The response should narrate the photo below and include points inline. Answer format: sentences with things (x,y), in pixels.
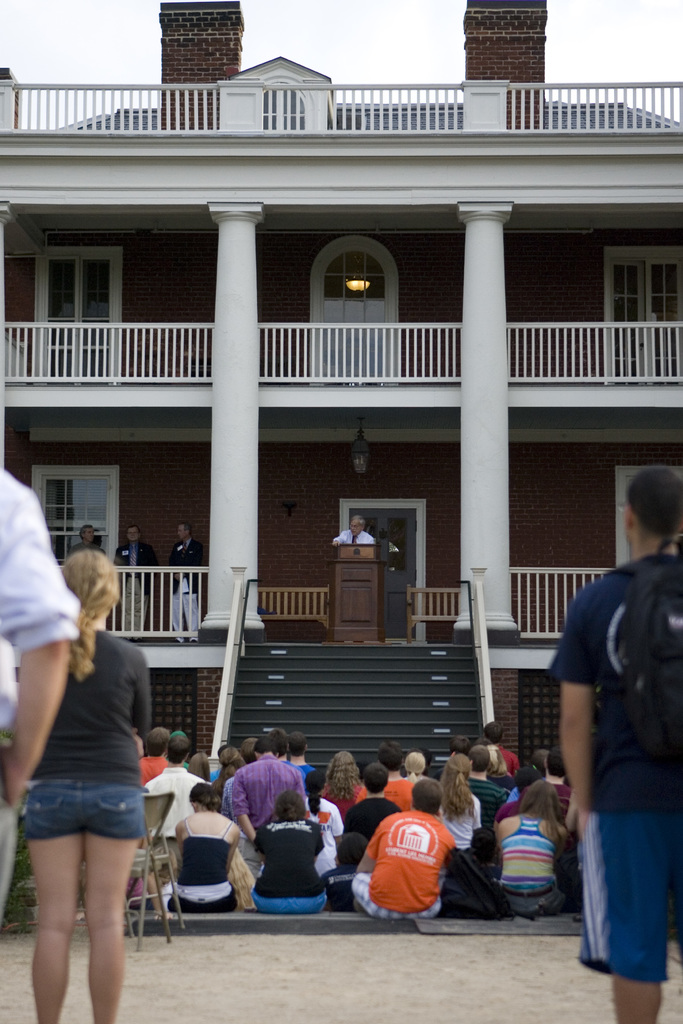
In front of the picture, we see three people (29,568) are standing. At the bottom (339,970), we see the pavement (420,965). In the middle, we see the people (466,792) are sitting on the floor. Beside them, we see a chair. In front of them, we see the staircase (313,698), stair railing (476,649) and a man (358,515) is standing. In front of him, we see a podium (358,553) and he might be talking on the microphone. On the left side (89,540), we see three men (138,590) are standing. In the background (274,600), we see the railings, pillars (221,333), lights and a building (181,320) in white and brown color. At the top (331,53), we see the sky (331,53).
